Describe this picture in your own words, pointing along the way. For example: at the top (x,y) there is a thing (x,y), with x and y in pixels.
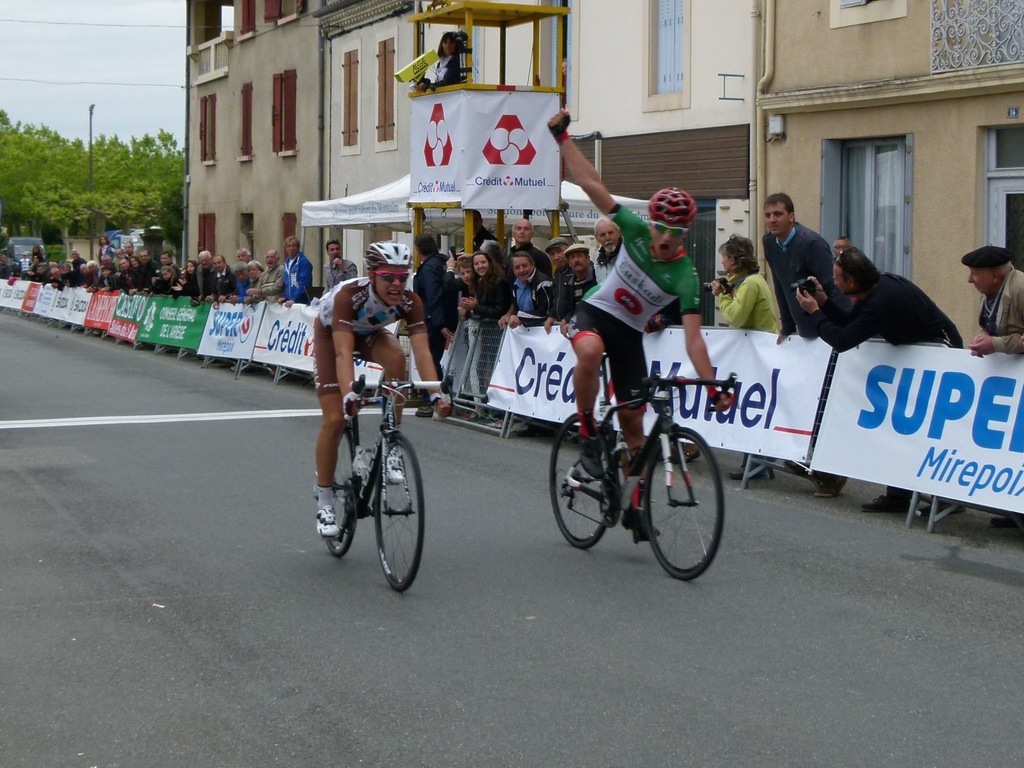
This picture is clicked outside. In the center (583,323) we can see the two persons (402,303) wearing helmets (386,258) and riding bicycles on the road (688,651) and we can see the text (967,381) on the banners (571,376) and we can see the group of persons (871,302) seems to be standing. In the background (947,69) we can see the buildings (316,63), windows (657,63) of the buildings (646,72) and we can see a person (456,71) holding some object (423,65) and we can see a yellow color metal object (476,13). In the background (44,71) we can see the sky (107,51), cables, metal rods (504,60), trees (87,160) and a brown color object (703,157) seems to be the shutter (677,186) and we can see many other objects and we can see the tents (389,208).
